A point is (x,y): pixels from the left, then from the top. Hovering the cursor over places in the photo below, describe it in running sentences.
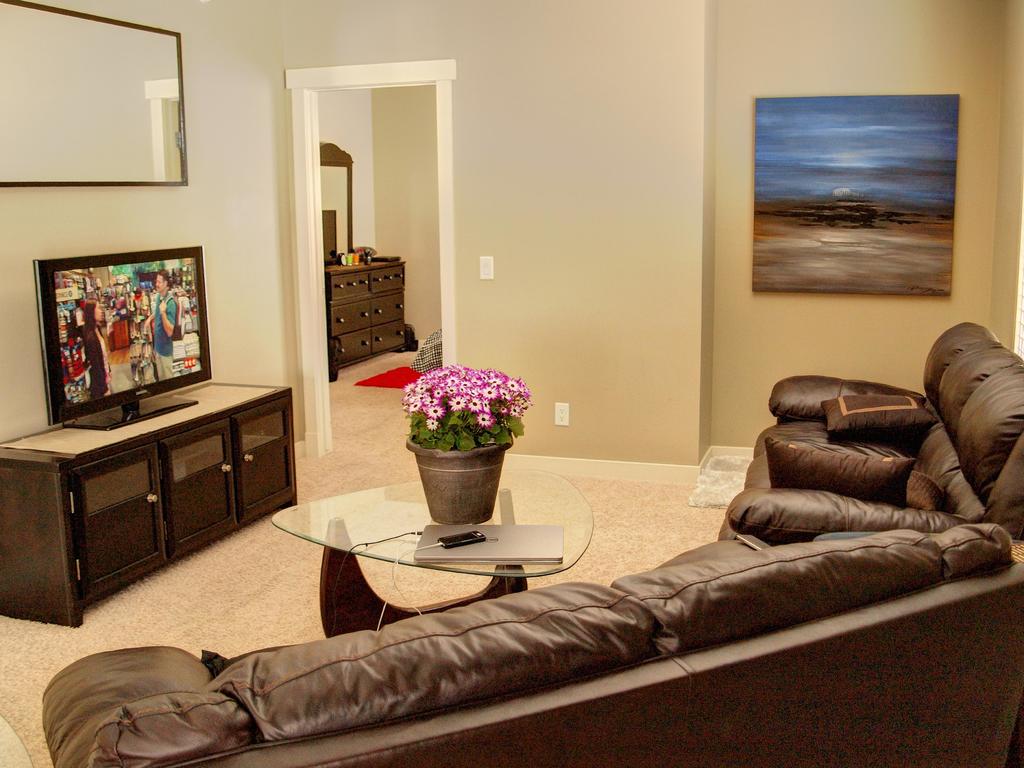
It is a room (287,316) inside the house (268,319) there is a brown color sofa (608,617) and in front of the table (501,573) there is a mobile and laptop (504,552), flower pot (476,464) on the table (418,498) in front of the table (386,497) there is a small wardrobe (117,470) and television (138,411) upon it beside the television (205,359) there is another room (373,360) and there is a dressing table (351,331) inside the room (361,369) in the background (772,110) there is a photo frame (757,205) to the wall (712,173) and the wall (663,184) is of cream color.
